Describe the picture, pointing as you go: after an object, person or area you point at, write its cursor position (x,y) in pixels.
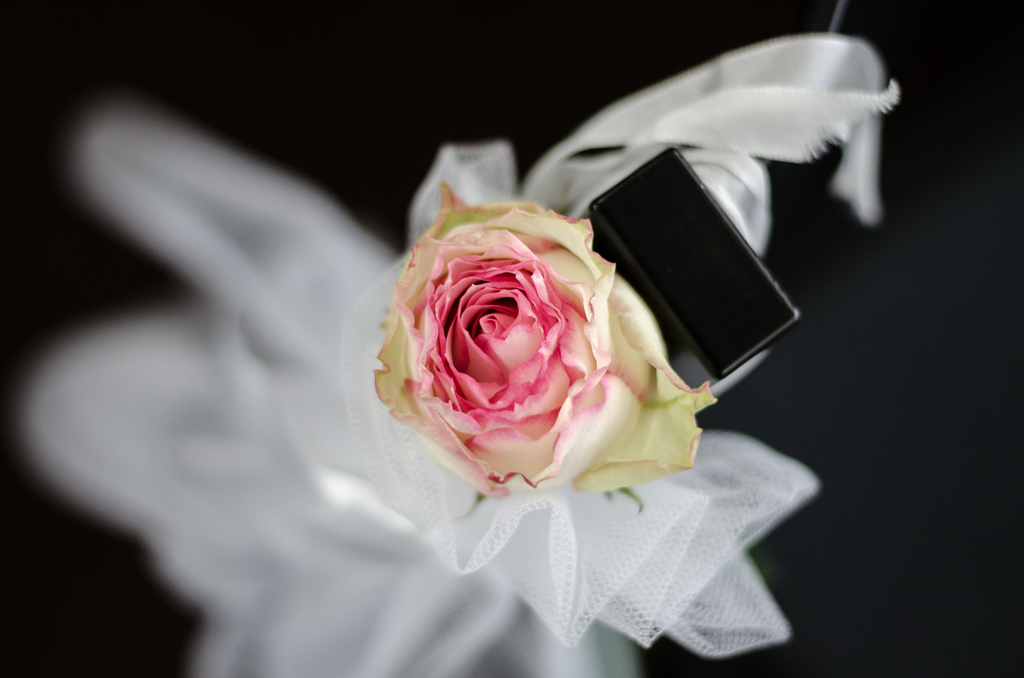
In this picture we can see a flower (561,447), here we can see a black object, netted cloth (422,563) and in the background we can see it is dark.
